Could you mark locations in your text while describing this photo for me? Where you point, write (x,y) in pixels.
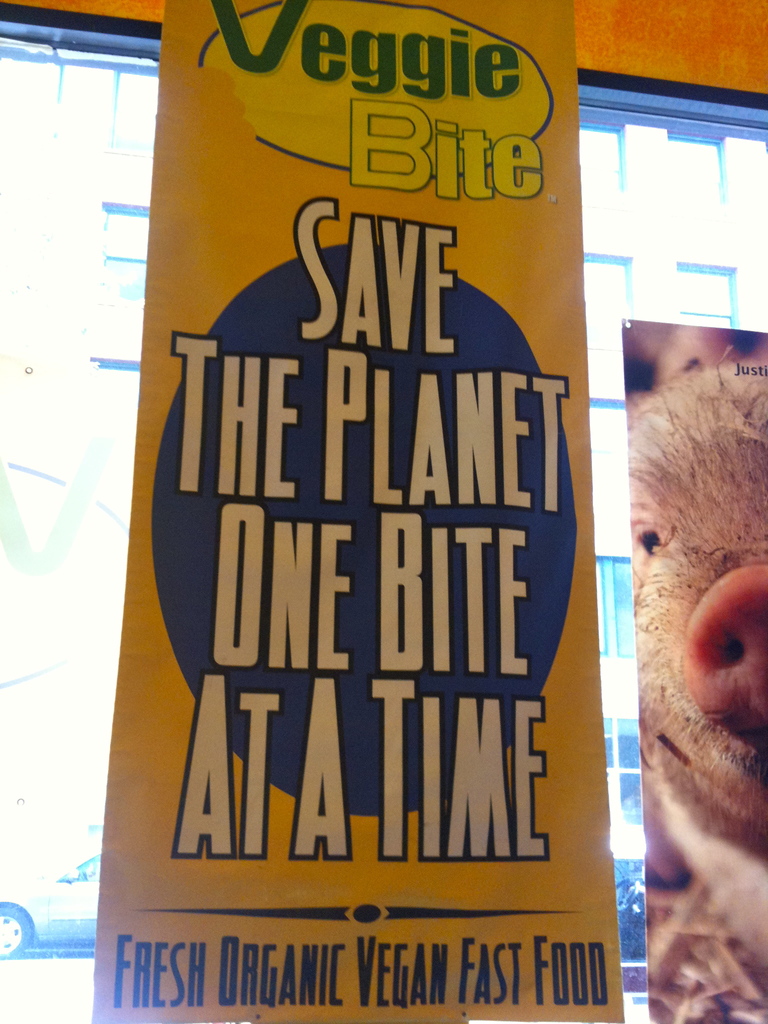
In this image we can see a banner (236,910) and the picture (711,927) of a pig (724,746) beside a window (3,872). We can also see a car (37,944) on the backside (45,938).
